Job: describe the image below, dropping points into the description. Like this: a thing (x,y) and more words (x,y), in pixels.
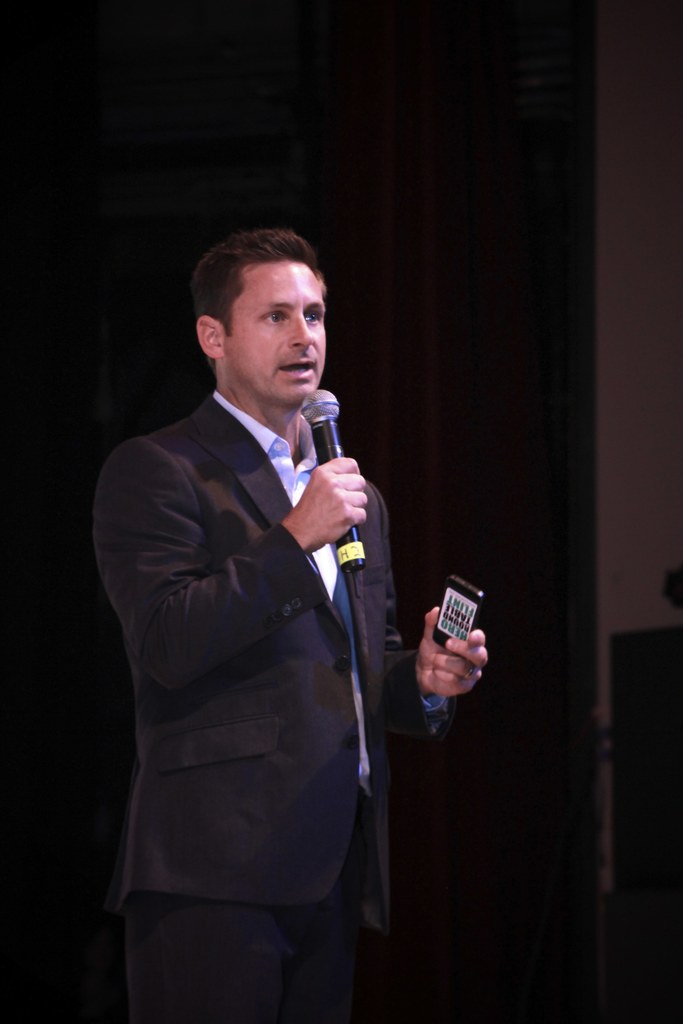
In this picture we can see a man (267,617) wore blazer (202,695), holding mic (315,407) in one hand (319,527) and talking and he is holding phone (444,593) in other hand (460,645) and in the background (527,246) we can see wall (666,188) and it is dark.
